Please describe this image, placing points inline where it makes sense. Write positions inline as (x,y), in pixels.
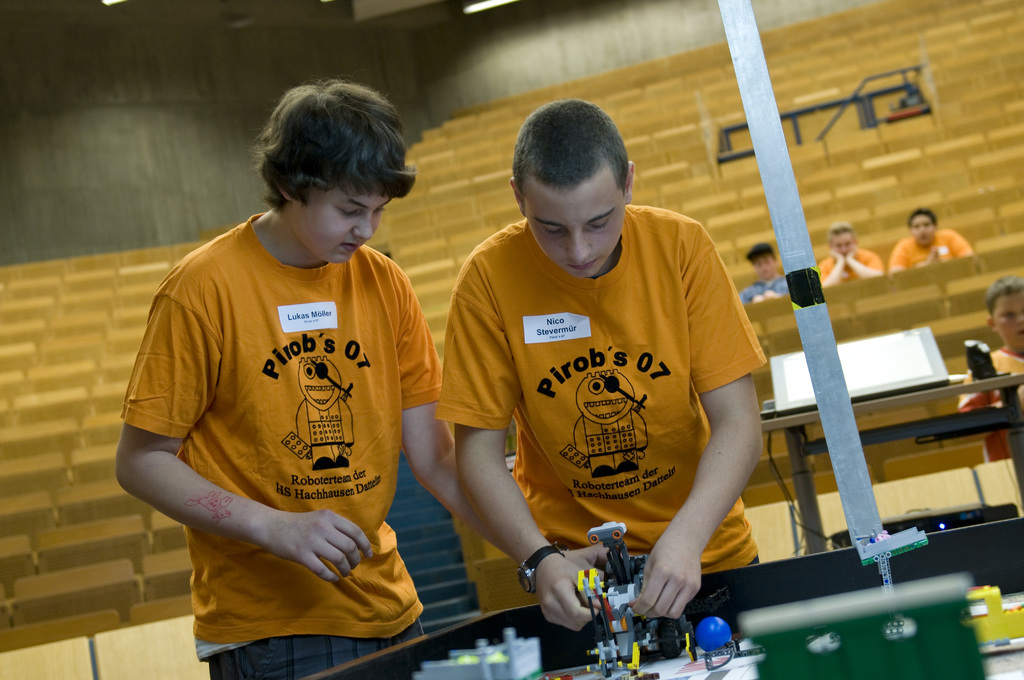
In this picture, we can see a few people (991,456), and among them one person (697,453) is holding some object (630,659), and we can see some objects (987,617) on bottom right side of the picture (748,587), and we can see chairs (55,293), pole (753,103), and the wall (686,26).
